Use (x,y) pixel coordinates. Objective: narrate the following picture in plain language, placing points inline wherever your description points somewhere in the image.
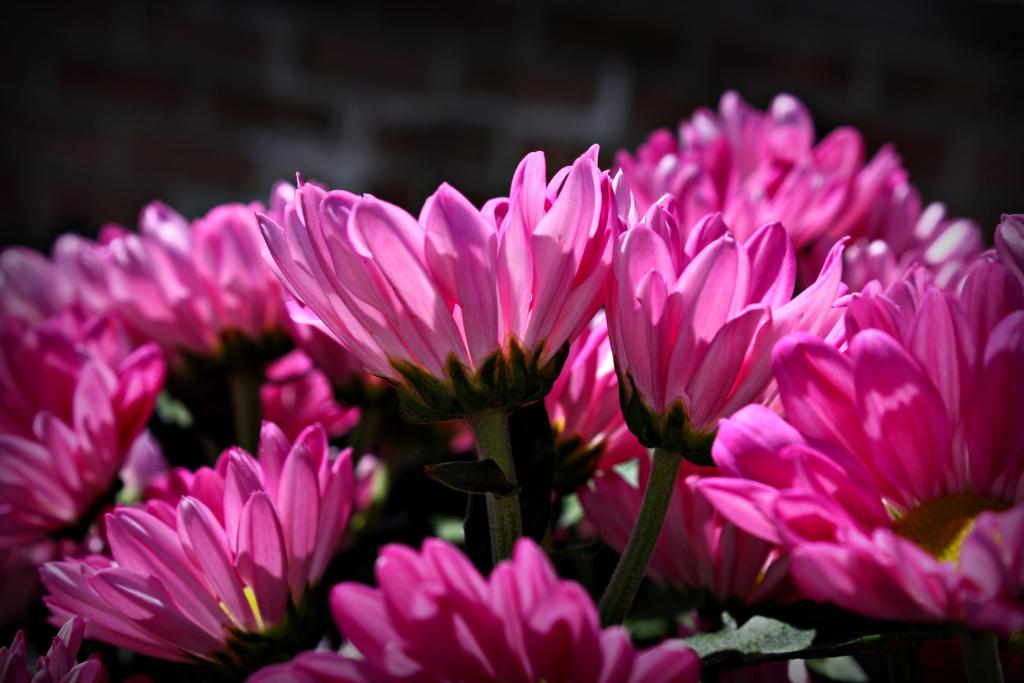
Here we can see pink flowers (513,400). Background (653,87) it is dark.
